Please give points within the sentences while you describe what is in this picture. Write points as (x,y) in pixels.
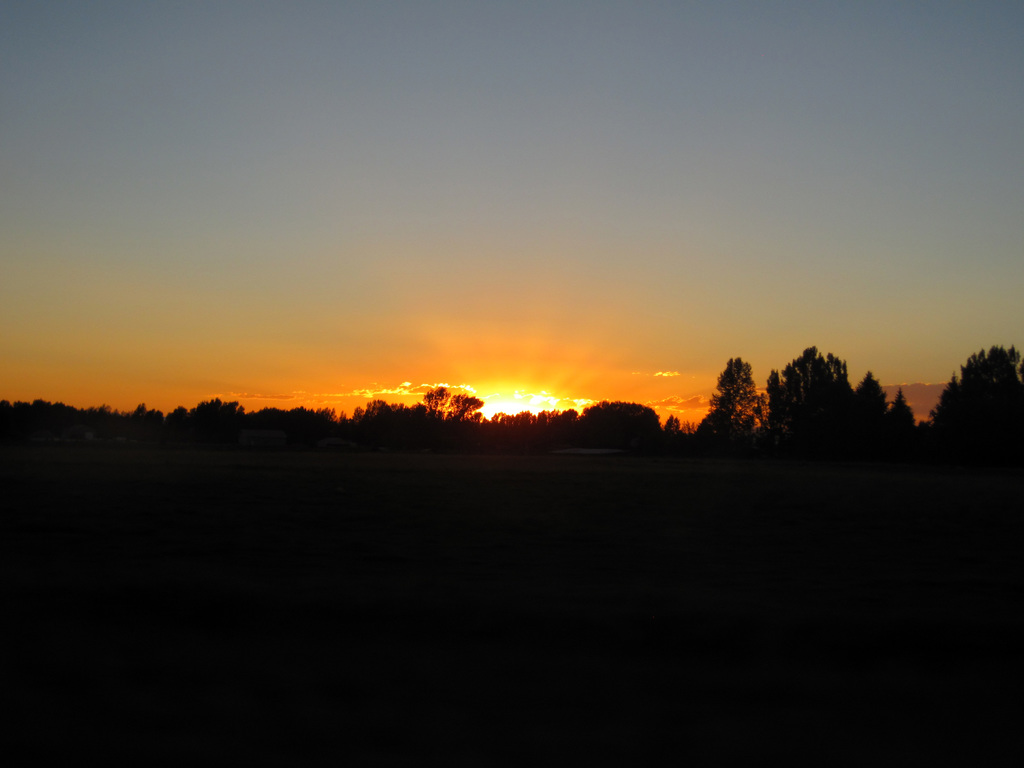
In the image we can see trees (661,429) and the sky (474,309). The bottom part of the image (287,714) is dark.
